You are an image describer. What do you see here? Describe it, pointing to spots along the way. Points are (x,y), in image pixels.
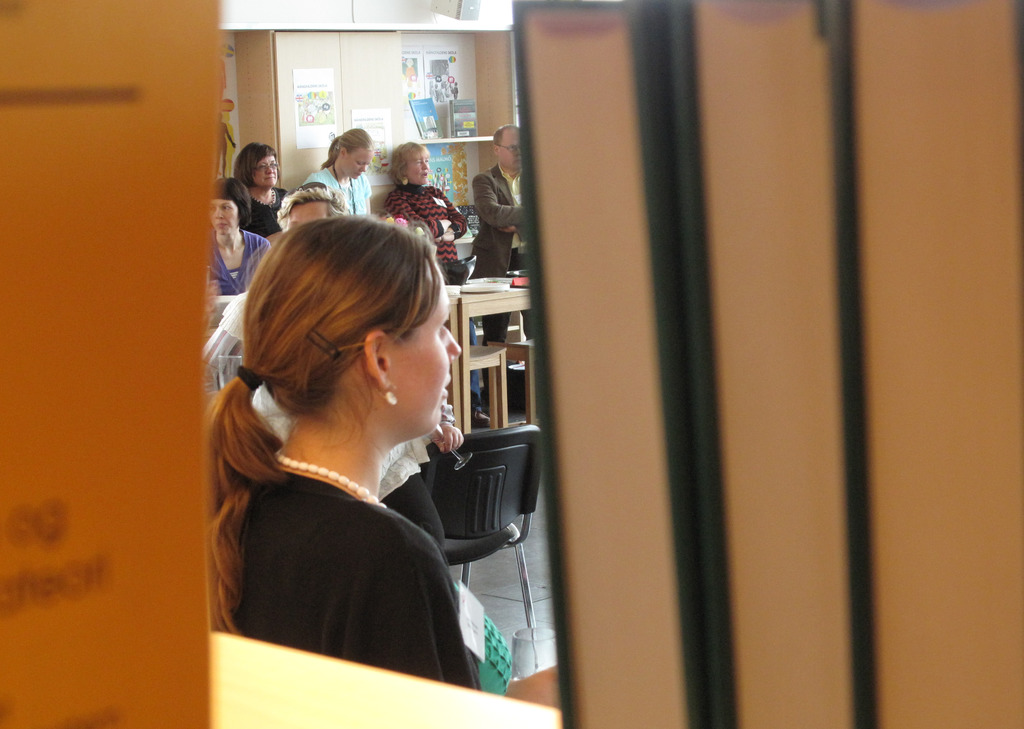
In this picture we can see some people (355,478) are sitting on chairs (463,481) and some people (493,188) are standing, we can see a table (498,307) in the middle (511,311), there are some papers (444,95) pasted in the background (435,84), we can see books (745,375) in the front (806,320).
